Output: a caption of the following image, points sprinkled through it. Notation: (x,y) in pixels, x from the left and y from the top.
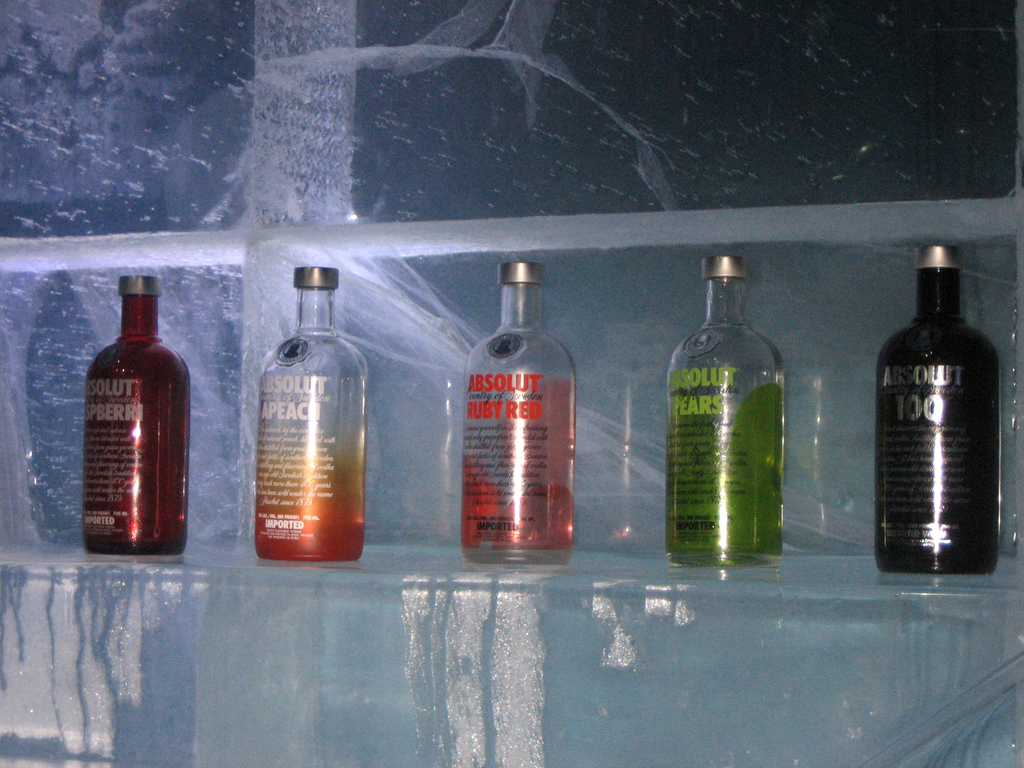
In this picture we can able to see 5 bottles (877,407) in black, green, red and orange color.
